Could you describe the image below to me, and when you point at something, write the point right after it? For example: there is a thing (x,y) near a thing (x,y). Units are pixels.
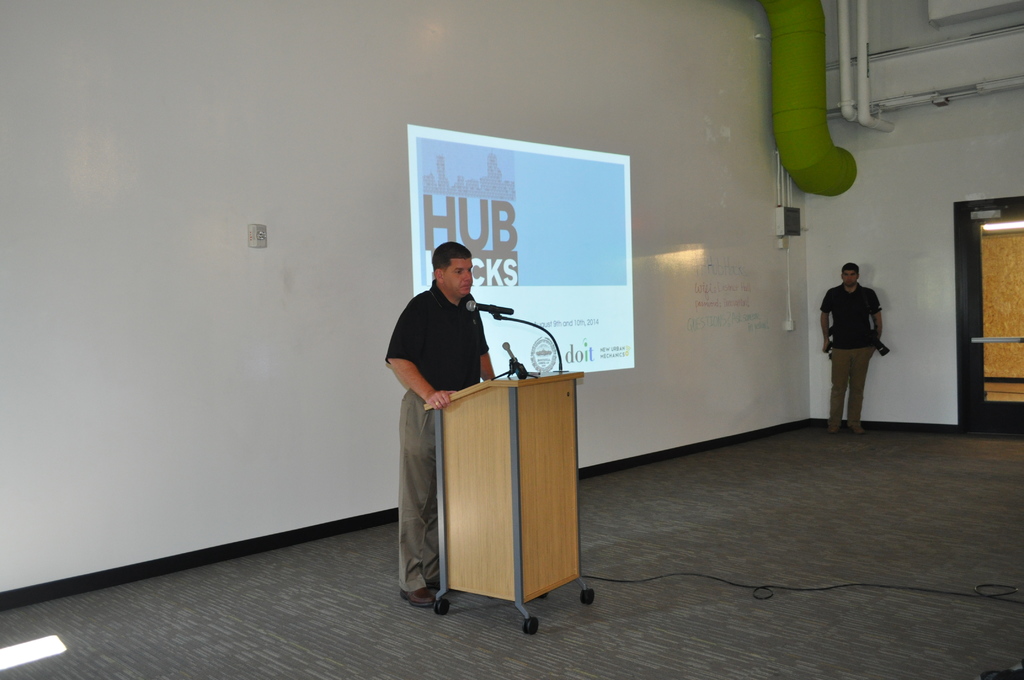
As we can see in the image there is a white color wall (138,288), screen (520,182), door (978,289), mic (504,348) and two persons (434,433) wearing black color t shirts (434,338).
